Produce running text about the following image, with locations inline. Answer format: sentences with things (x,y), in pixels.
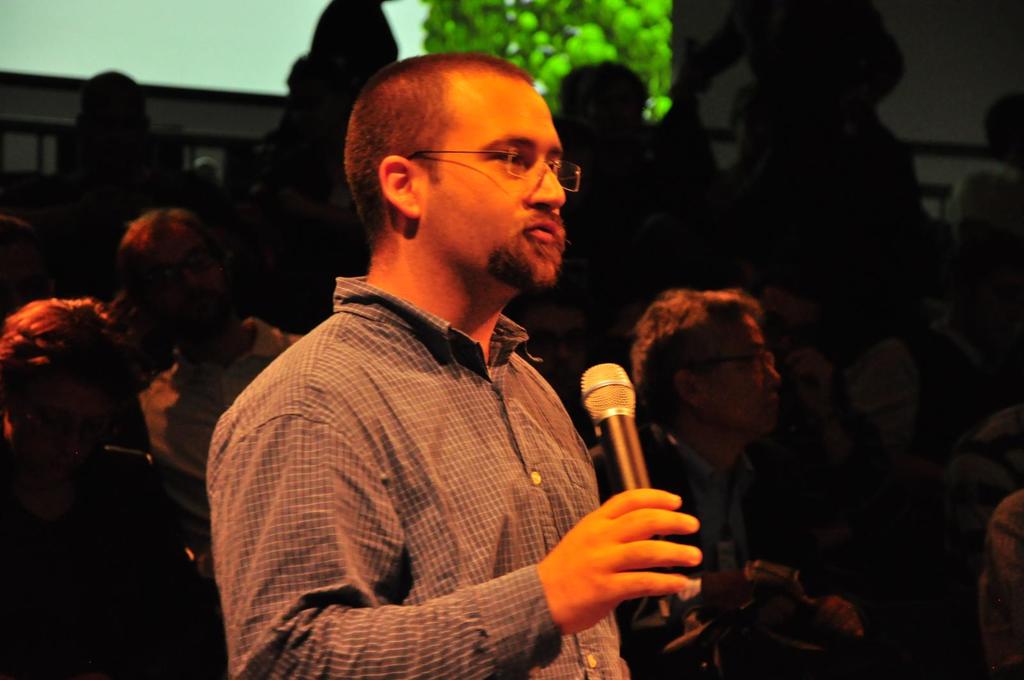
This image I can see a person (464,388) wearing a shirt (380,541) standing and holding a microphone (625,412) in his hand (619,560). In the background (648,415) i can see few other people (772,371) sitting on chairs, the wall (909,121) and the screen (560,20).
